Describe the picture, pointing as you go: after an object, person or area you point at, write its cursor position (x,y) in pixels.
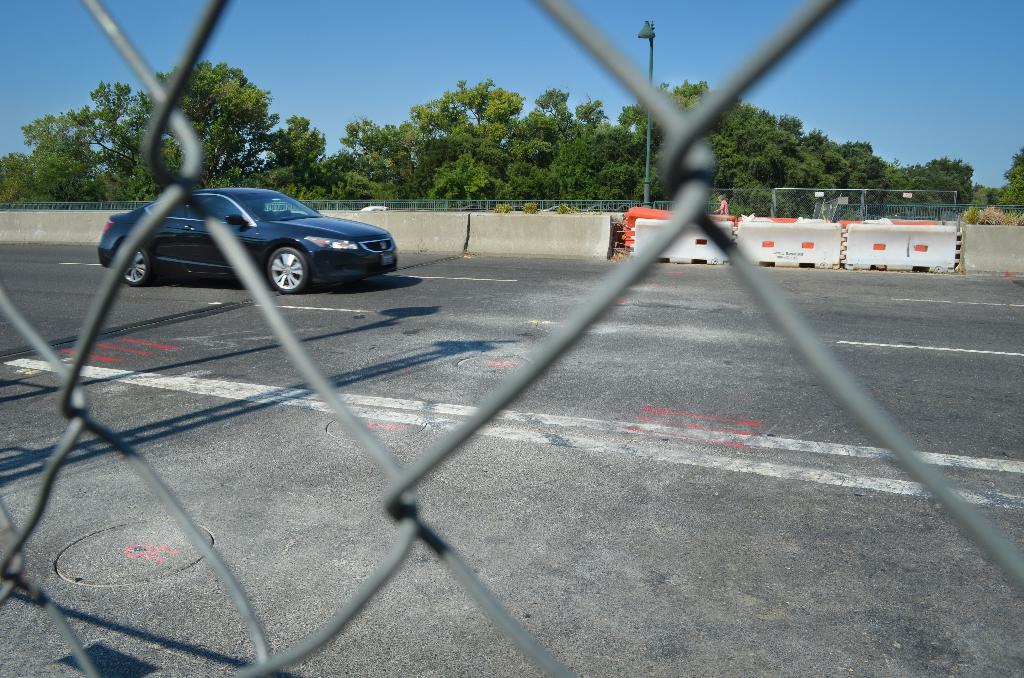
In the image we can see a fencing (263,674). Through the fencing (975,518) we can see a vehicle (272,212) on the road (75,292). Behind the vehicle (282,203) there is fencing (769,201). Behind the fencing (731,206) a person (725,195) is standing and there is a pole (646,38). Behind the pole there are some trees (87,178). At the top of the image (645,71) there is sky (44,30).
